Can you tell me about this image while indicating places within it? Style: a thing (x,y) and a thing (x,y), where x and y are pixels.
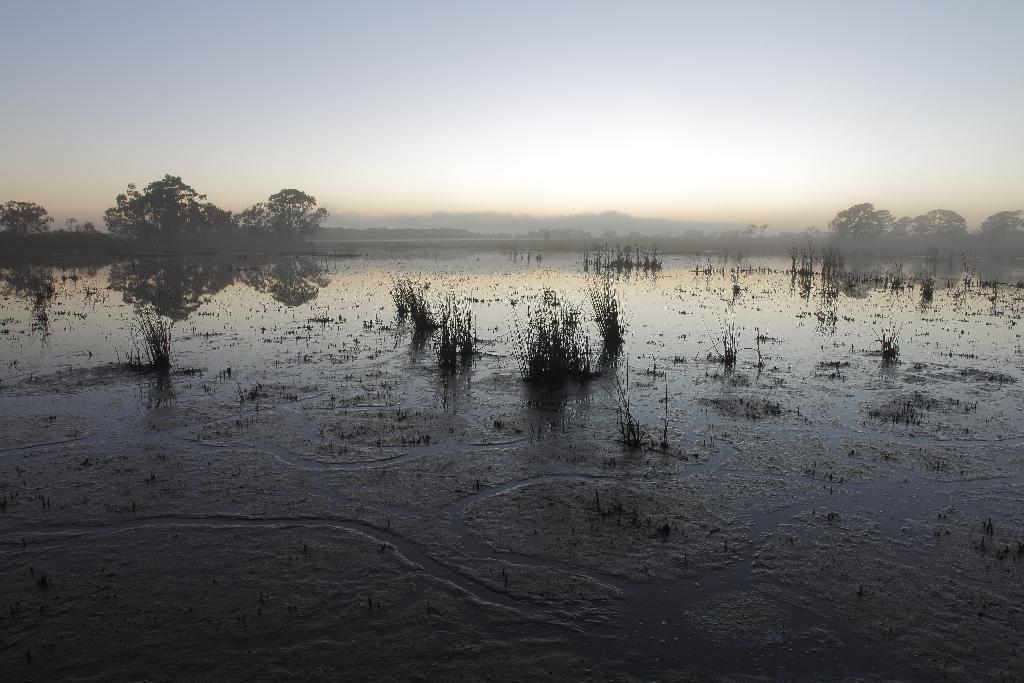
This picture is clicked outside the city. In the center (376,374) we can see the green grass (582,350) and a water body (347,277). In the background (904,244) there is a sky (968,203) and the trees (249,227) and some other objects (559,220).
